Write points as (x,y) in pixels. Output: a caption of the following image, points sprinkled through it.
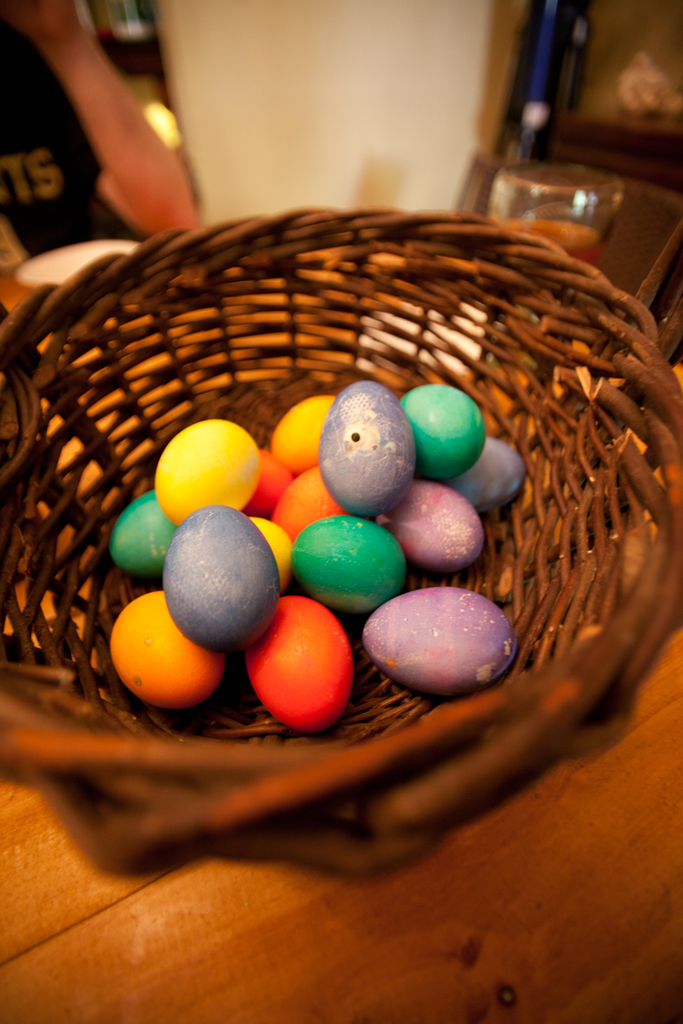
The picture consists of a basket (351,271), in the basket (543,574) there are eggs (228,437). At the top (396,68) it is blurred.
